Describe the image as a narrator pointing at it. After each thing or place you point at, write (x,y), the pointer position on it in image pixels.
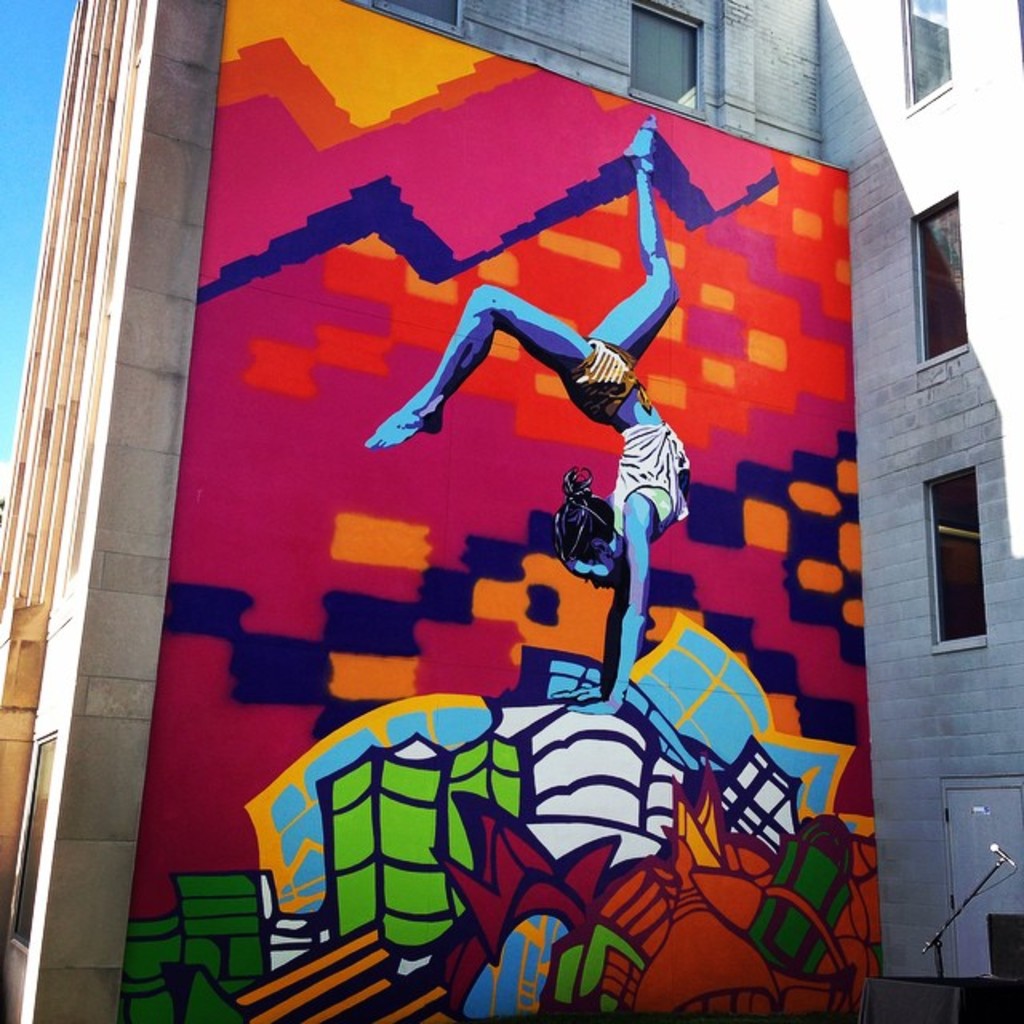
In the picture I can see a building (745,398) and painting (529,707) of a person (635,586) and some other objects (511,746) on the building (465,431). In the background (30,290) I can see the sky (30,287).
